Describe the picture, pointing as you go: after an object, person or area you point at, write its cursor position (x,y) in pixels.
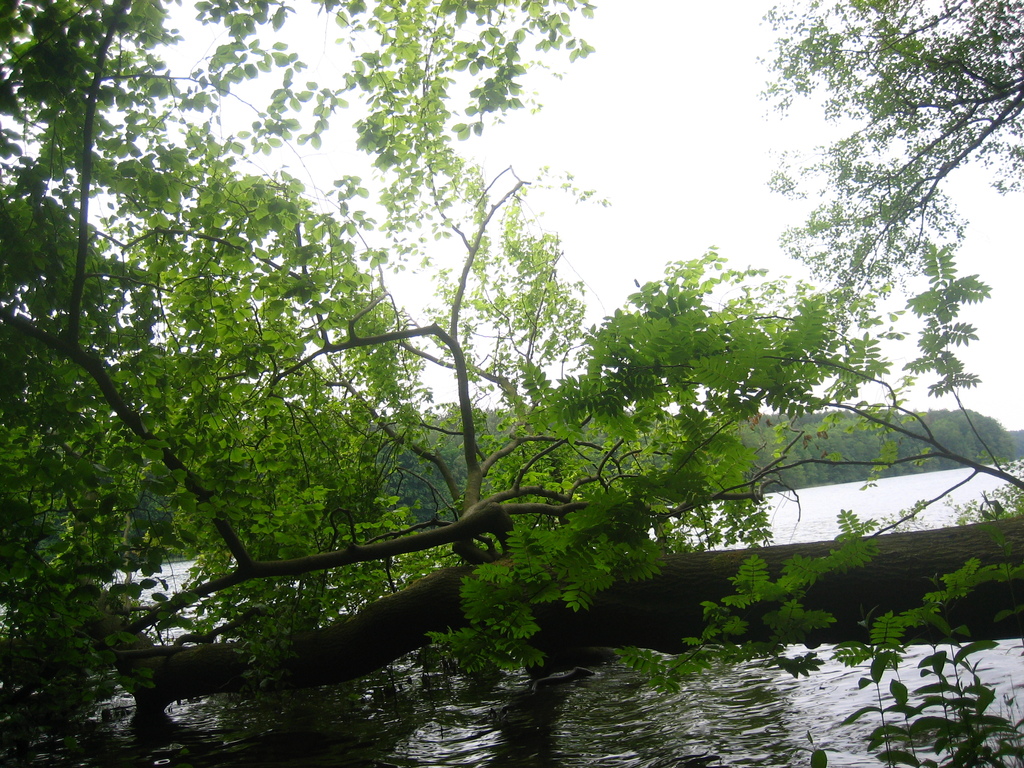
In this image we can see trees (451,346), sky (579,349) and water (546,718).
